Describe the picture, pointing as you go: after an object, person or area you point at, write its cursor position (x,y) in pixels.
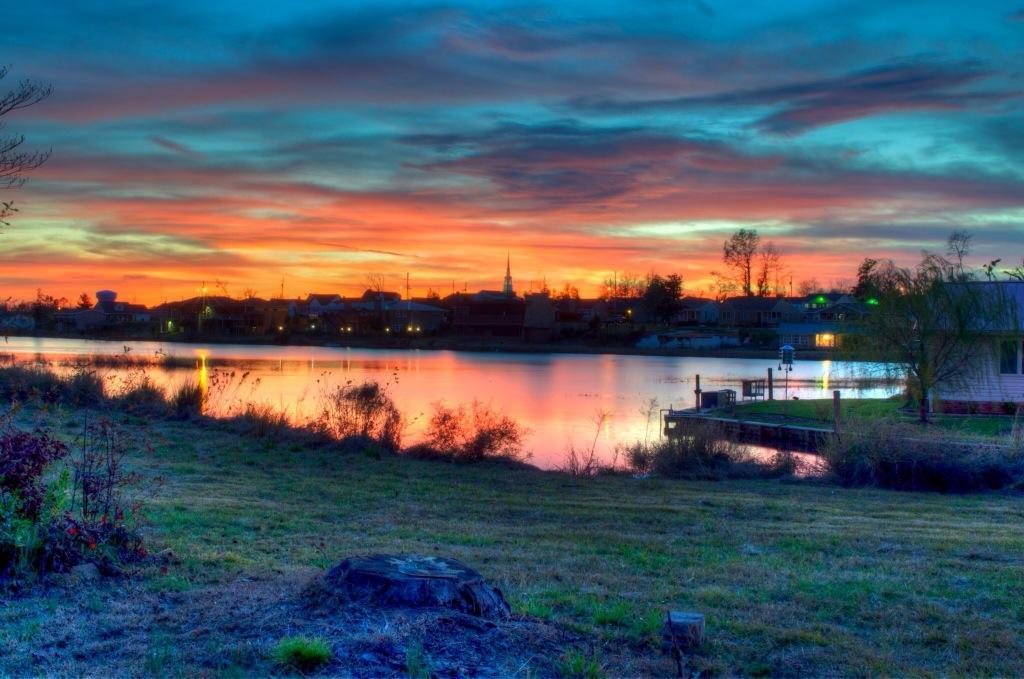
In this image we can see a lake (548,407), there are some buildings (845,324), trees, poles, plants (86,481) and grass (624,564), in the background (617,173) we can see the sky (671,189).
